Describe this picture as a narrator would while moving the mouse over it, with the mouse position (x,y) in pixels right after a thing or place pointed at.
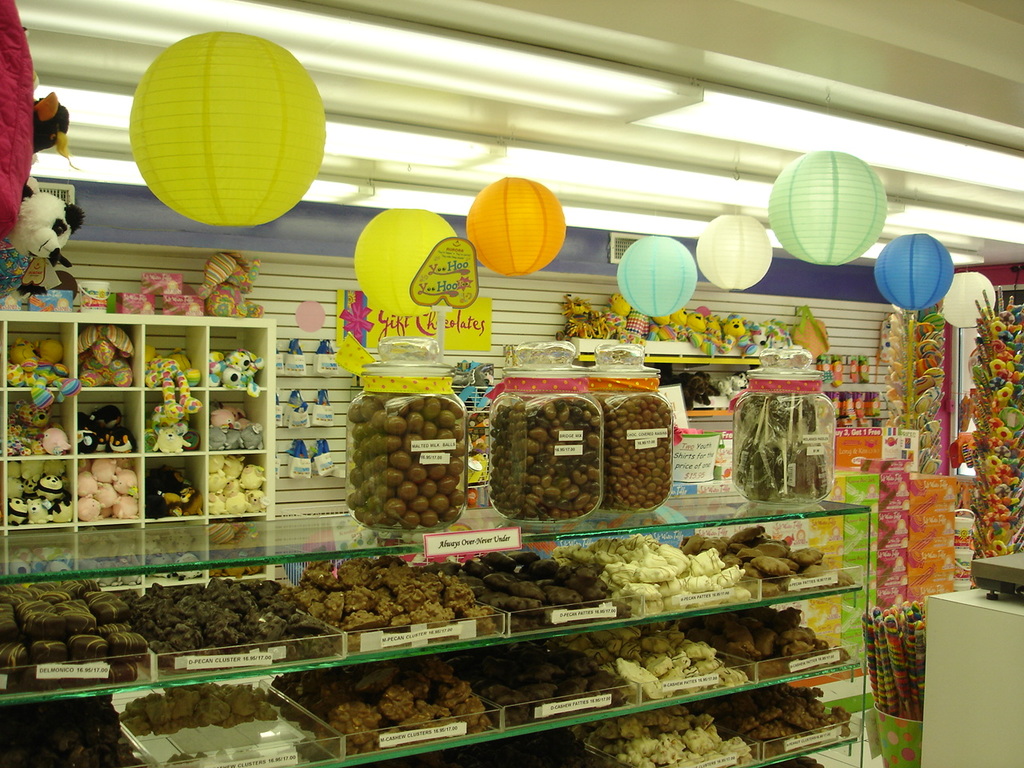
In this image we can see group of food items (461,683) in the racks (588,619). On the racks (353,545) we can see a food item (493,473) in the bottles (657,439). Behind the racks (379,546) we can see group of toys (106,487) on the racks (136,460) and a wall (342,453). In the bottom right (1000,626) we can see a table (959,644) and there is an object (993,580) on the table (987,630). At the top (417,85) we can see roof (603,207), lights (83,120) and circular objects (489,189).
